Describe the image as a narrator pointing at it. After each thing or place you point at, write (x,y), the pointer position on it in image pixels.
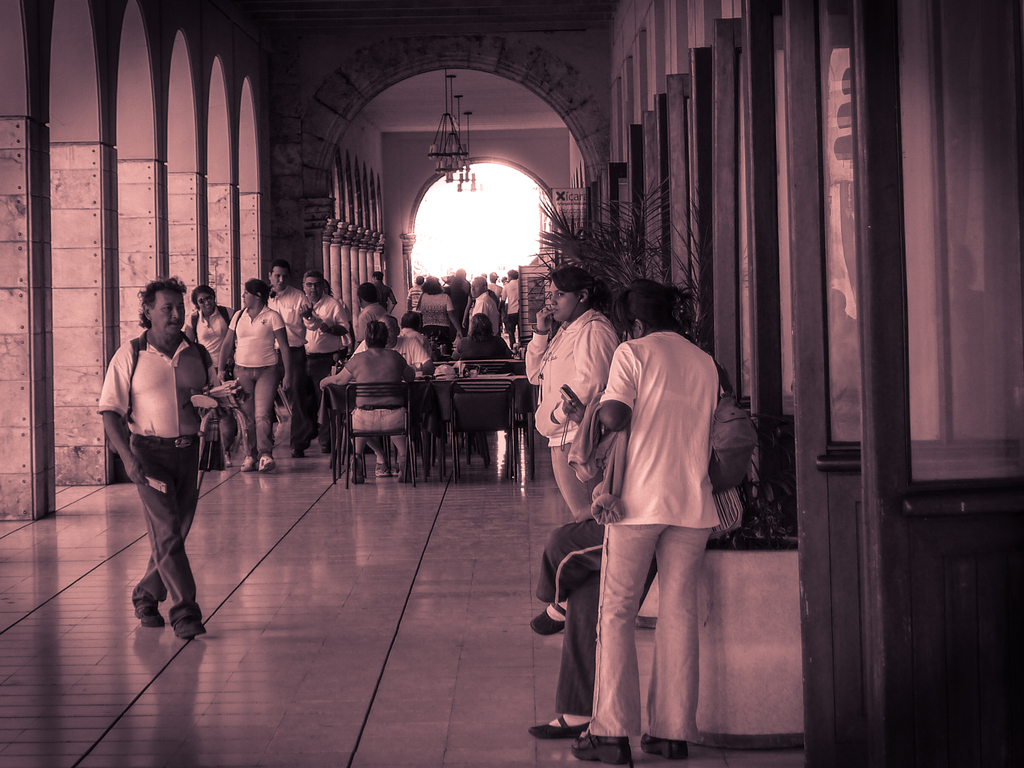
This is an edited image. In this image we can see a group of people (575,307) on the floor (401,492). We can also see some people (413,327) sitting on the chairs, some pillars (278,246), chandeliers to a roof (418,116) and the sky (518,177).
